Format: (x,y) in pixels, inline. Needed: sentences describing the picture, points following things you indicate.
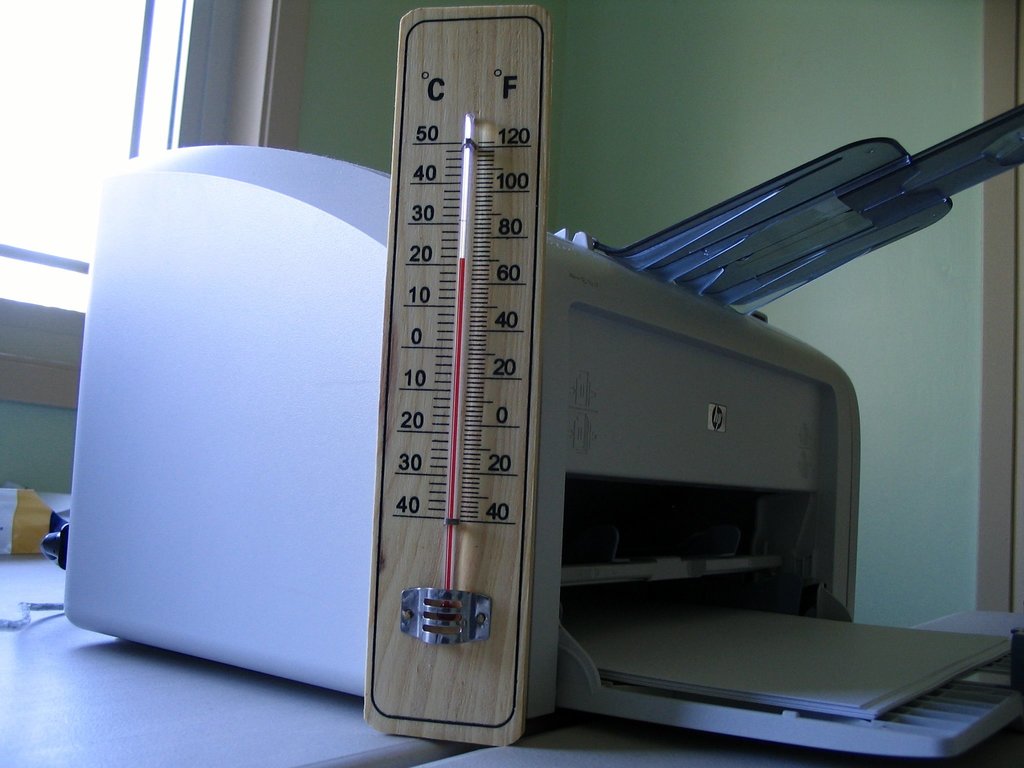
In this picture, we see a printer (330,461) in white color and a thermometer (435,465). These objects (419,618) are placed on the white table (189,695). We see the white papers (779,646). On the left side (126,60), we see the window (162,141). In the background (572,124), we see a wall (766,130) in green color.
